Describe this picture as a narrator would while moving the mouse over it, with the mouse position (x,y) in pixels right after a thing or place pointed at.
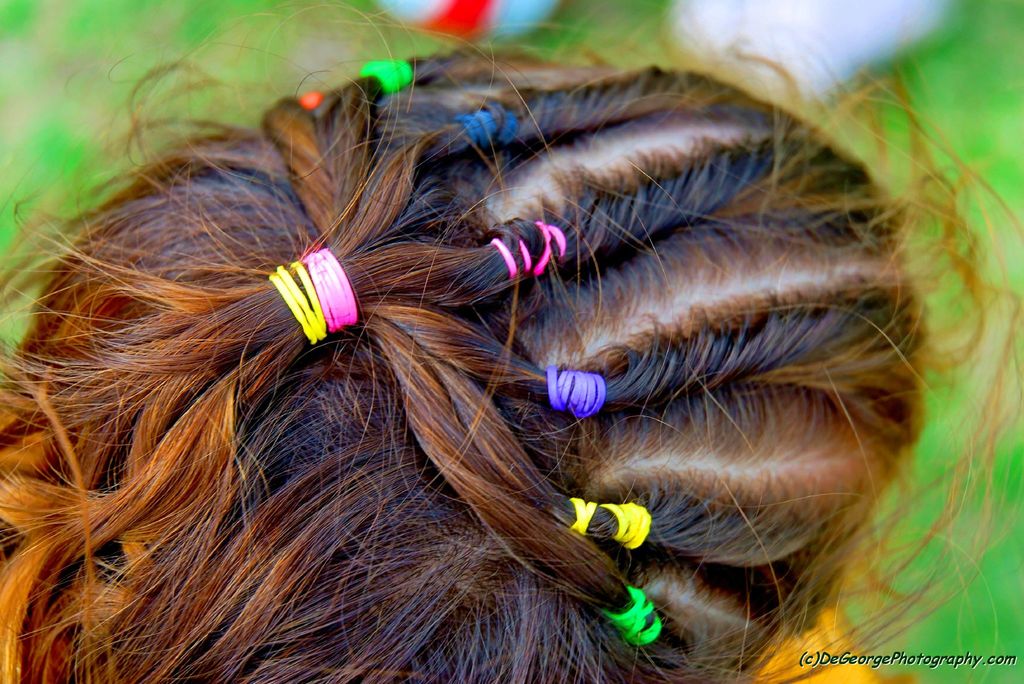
We can see head (443,451) of a person (583,540). And the hair (546,338) is tied with different color hair rubber bands (393,65). In the background (707,64) it is blurred. And there is a watermark (913,665) in the right bottom corner (928,659).
